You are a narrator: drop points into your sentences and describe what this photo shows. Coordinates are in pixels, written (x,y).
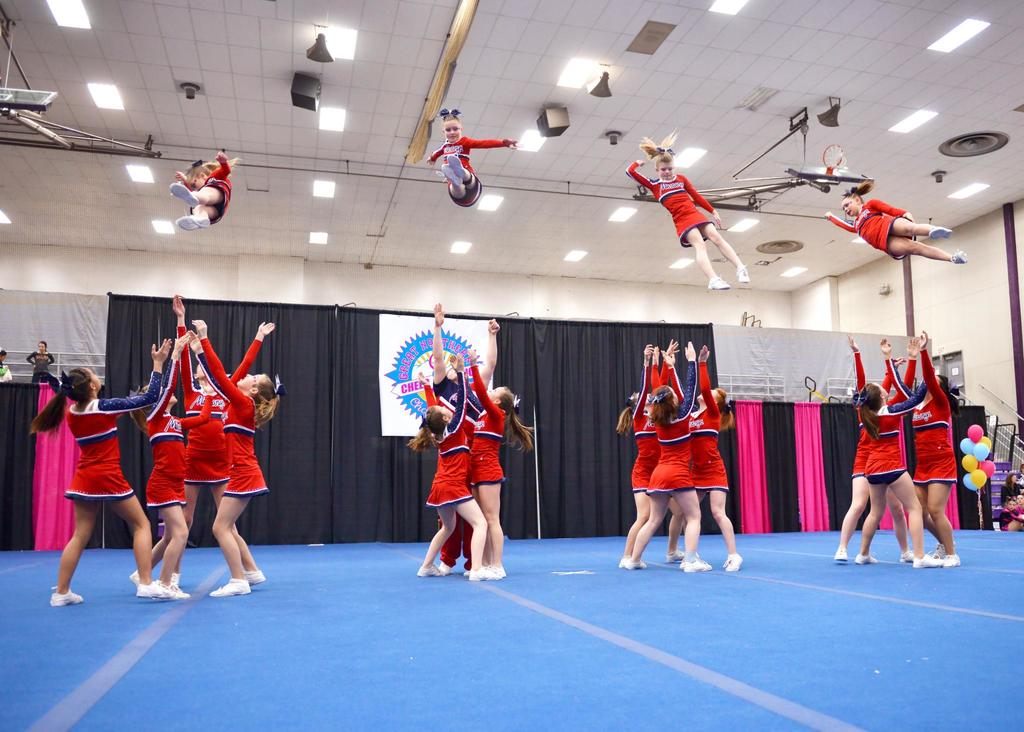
In this picture we can see there are groups of people (213,453). Behind the people (241,446), there are curtains (318,412) and a banner (416,373). On the right side of the image (990,434), there are balloons (987,446) and railing (1009,446). At the top of the image (22,114), there are ceiling lights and some objects (7,115).
